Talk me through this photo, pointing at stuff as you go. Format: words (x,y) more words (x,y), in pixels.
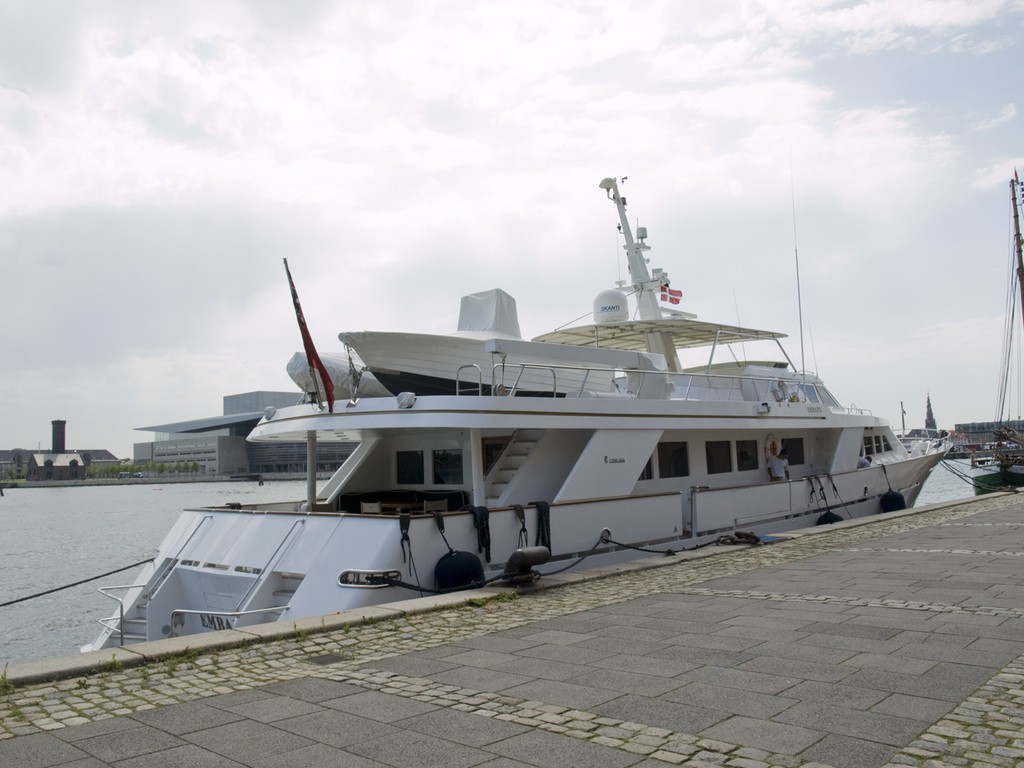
In this image we can see two persons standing in a boat (567,498) containing group of poles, flags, ropes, staircase (291,583) is placed in water (83,632). In the foreground (655,674) we can see a pathway (705,612). In the background (200,448), we can see a pole (1019,305) with cables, group of buildings (217,446), trees (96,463), a tower (63,440) and the cloudy sky (362,208).
